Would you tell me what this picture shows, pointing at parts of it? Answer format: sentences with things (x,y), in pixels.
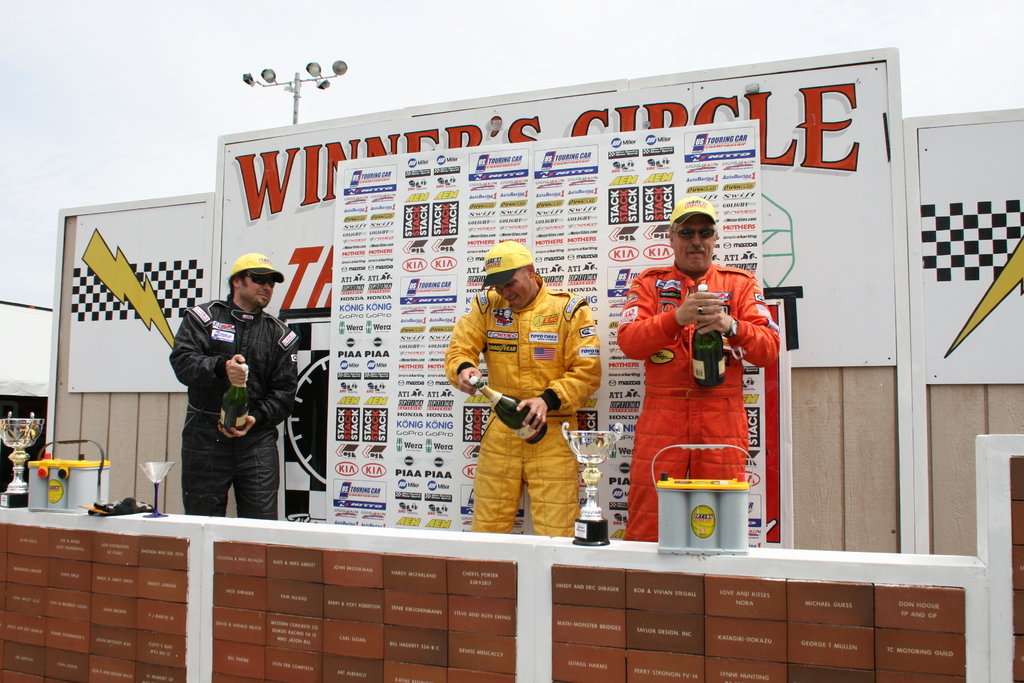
In this image I can see three people (536,459) with black, yellow and an orange color dresses (678,371). I can see these people (553,394) are holding the wine bottles (507,408). In-front of these people (252,430) I can see the trophies (596,505), glass (150,470) and few objects (96,470) on the white color surface (125,516) and I can see few boards (352,632) are attached. In the background (629,253) I can see many boards (412,239), pole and the sky (404,107).
